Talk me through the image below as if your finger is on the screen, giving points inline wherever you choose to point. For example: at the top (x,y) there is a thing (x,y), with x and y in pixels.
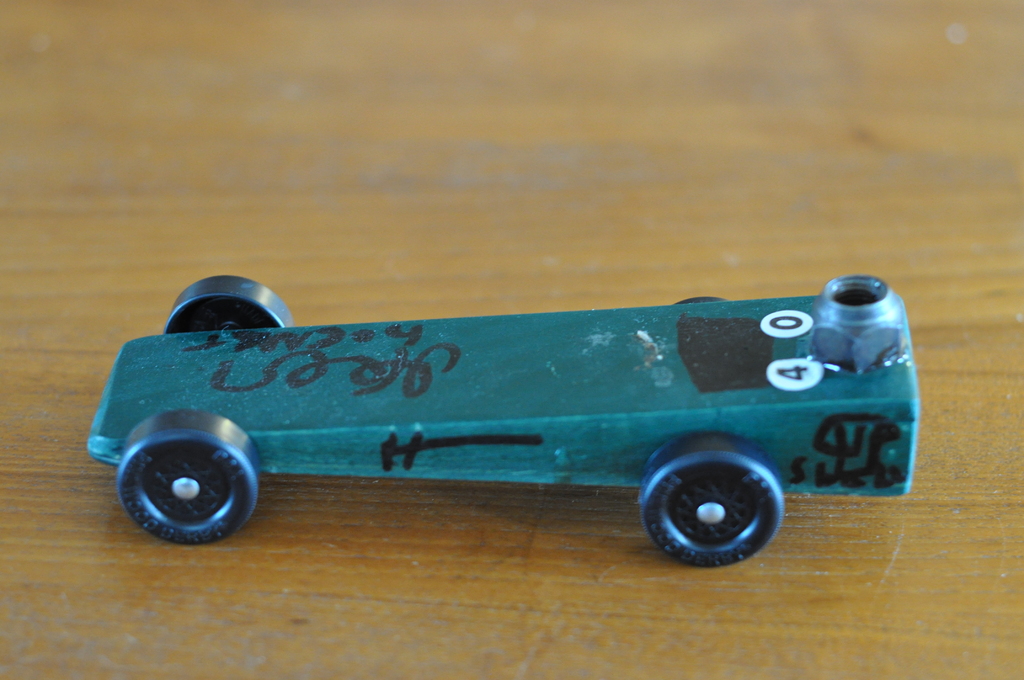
Here we can see a toy (806,439) on a wooden platform (650,550).
